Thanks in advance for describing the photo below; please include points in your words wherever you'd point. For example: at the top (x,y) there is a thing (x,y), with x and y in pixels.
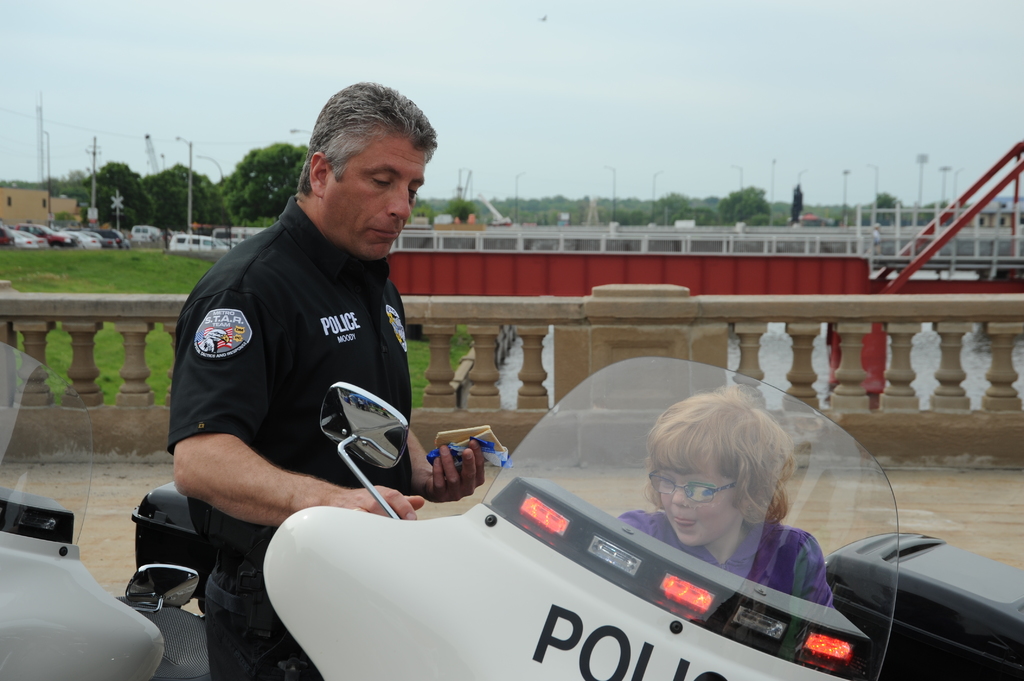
In this image I can see two people (284,411) with different color dresses (302,407). I can see one person (296,416) standing to the side of the bike (314,620) and one person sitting on the bike (649,539). In the background (523,362) I can see the railing (594,364) and there is a bridge (739,281) on the water (769,356). To the left (179,246) I can see many vehicles (113,240) and the house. In the background (552,216) I can see the poles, many trees (552,216) and the sky (456,135).
